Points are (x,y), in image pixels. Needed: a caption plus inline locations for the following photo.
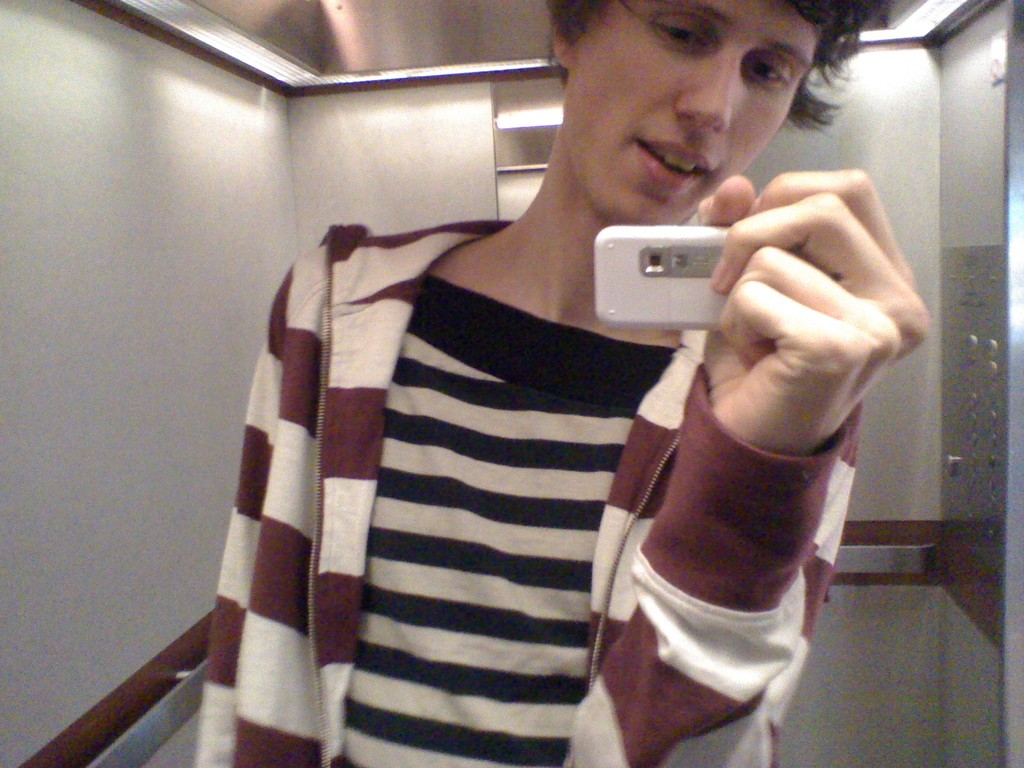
The person (575,437) is standing and holding a white phone (711,291) in his hand (752,302).
